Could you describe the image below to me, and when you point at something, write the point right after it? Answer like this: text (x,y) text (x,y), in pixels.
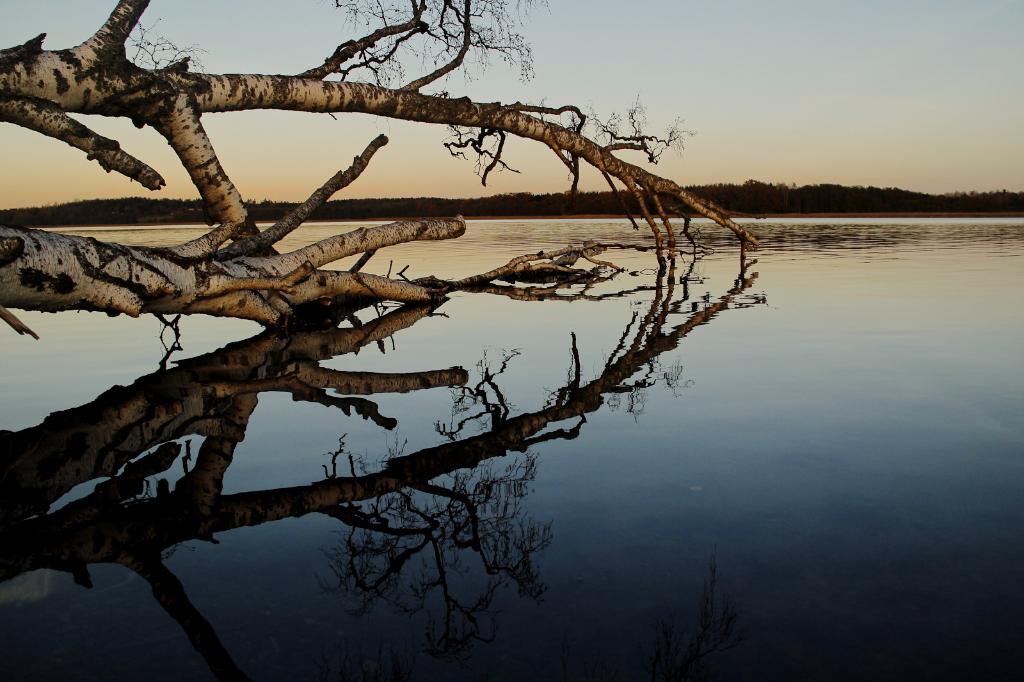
This image consists of a tree (242,103). At the bottom (409,532), there is water (697,477). In the background (1019,193), there are many trees (511,198) and plants (499,213). At the top (836,40), there is a sky (672,53).
